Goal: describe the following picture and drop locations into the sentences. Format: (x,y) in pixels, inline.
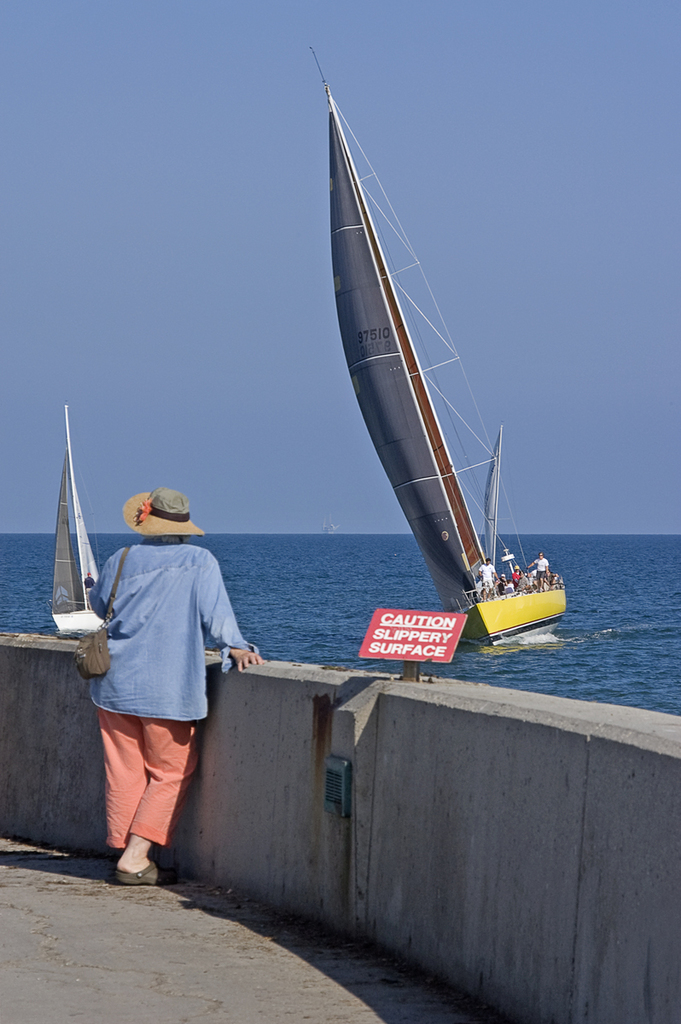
In the center of the image (228,645) there is a wall (335,713), one board (402,653) with some text (375,638) and one person (180,655) is standing. And we can see the person (150,681) is wearing a hat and a bag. In the background (328,431), we can see the sky (332,431) and boats (562,598) on the water (558,636). On the boats (523,608), we can see a few people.
